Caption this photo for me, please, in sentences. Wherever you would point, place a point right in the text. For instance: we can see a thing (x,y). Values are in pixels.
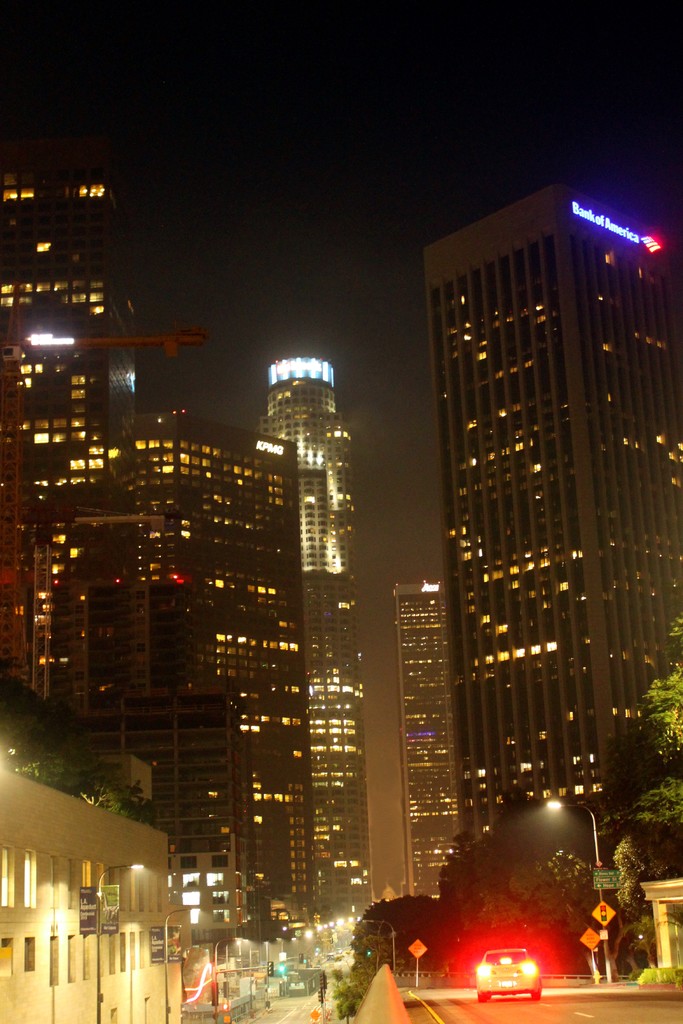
This image is clicked on the road (504,1014). In the bottom right (482,979) there is a car (509,966) moving on the road (442,991). In front of the car (491,974) there are trees (638,836) and sign board poles (601,872). In the background (146,847) there are buildings (301,551). There are boards (615,229) with text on the buildings (644,265). At the top (332,158) there is the sky (377,151). There are street light poles (556,806) in the image.
